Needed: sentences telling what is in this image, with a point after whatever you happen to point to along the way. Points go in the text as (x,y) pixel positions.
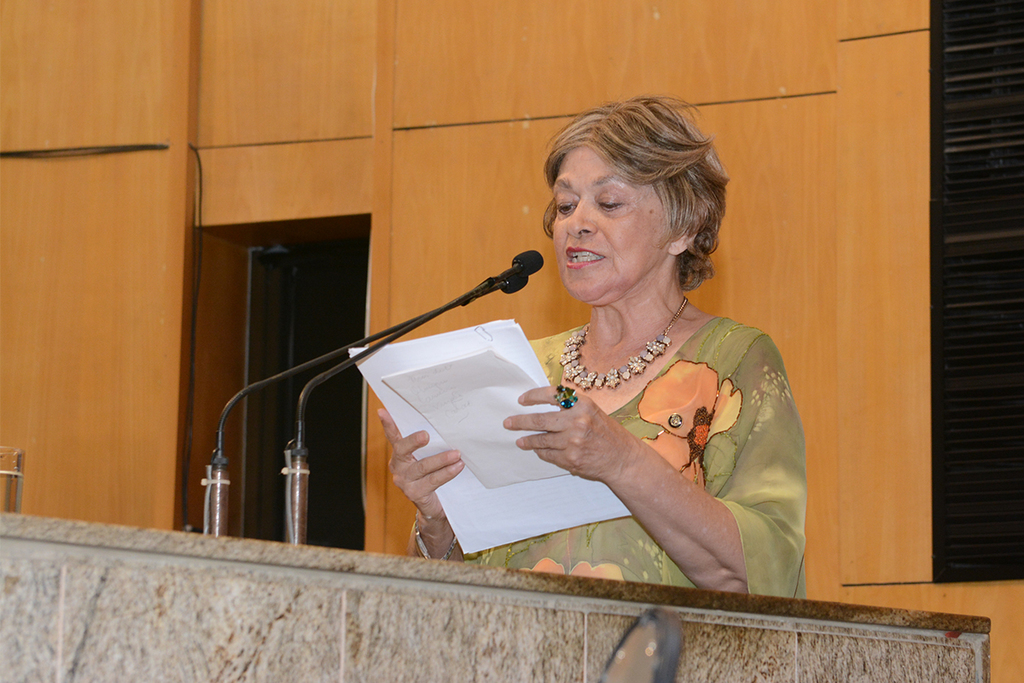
In this image, we can see a woman (650,406) holding papers (515,441) and talking in-front of microphones (509,284). At the bottom of the image (641,635), we can see a podium (500,645), object (645,652) and glass (9,470) with water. In the background (910,378), we can see a wall (843,232), wire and object (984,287). On the right side of the image (988,572), there is a black object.
